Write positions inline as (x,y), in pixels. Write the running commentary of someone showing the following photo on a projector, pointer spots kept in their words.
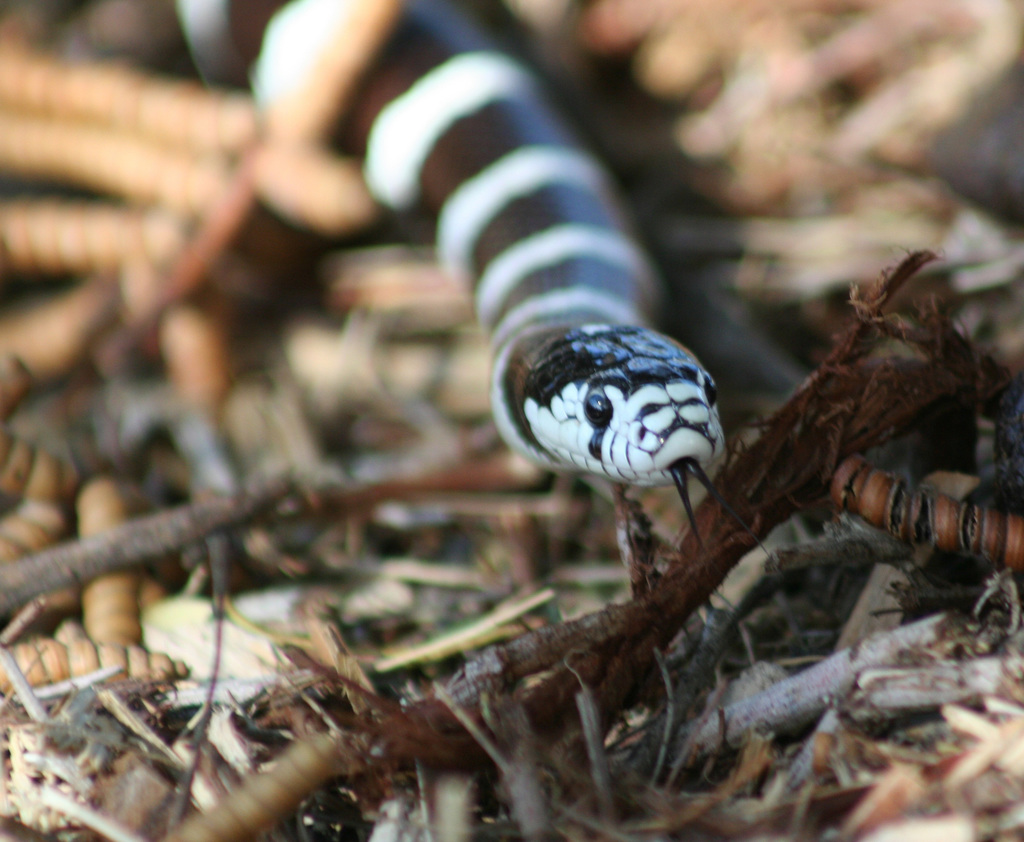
In the picture we can see a dried grass (800,586) with some twigs (783,692) on it and we can also see a snake (540,431) with brown and white lines (473,250) on it.
